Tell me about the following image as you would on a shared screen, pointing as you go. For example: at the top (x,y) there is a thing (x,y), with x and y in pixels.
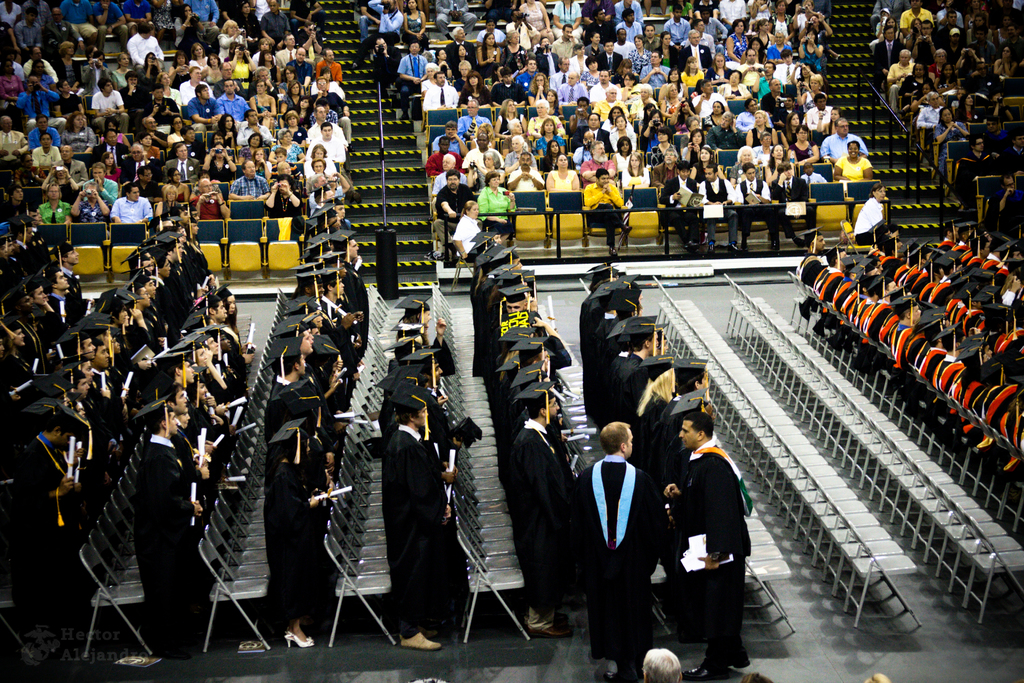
In this image I can see group of people (972,286), some are standing and some are sitting. In front (561,447) I can see few people (621,623) are wearing black color dresses (559,433), background (371,203) I can see few stairs (364,145) in black color.
